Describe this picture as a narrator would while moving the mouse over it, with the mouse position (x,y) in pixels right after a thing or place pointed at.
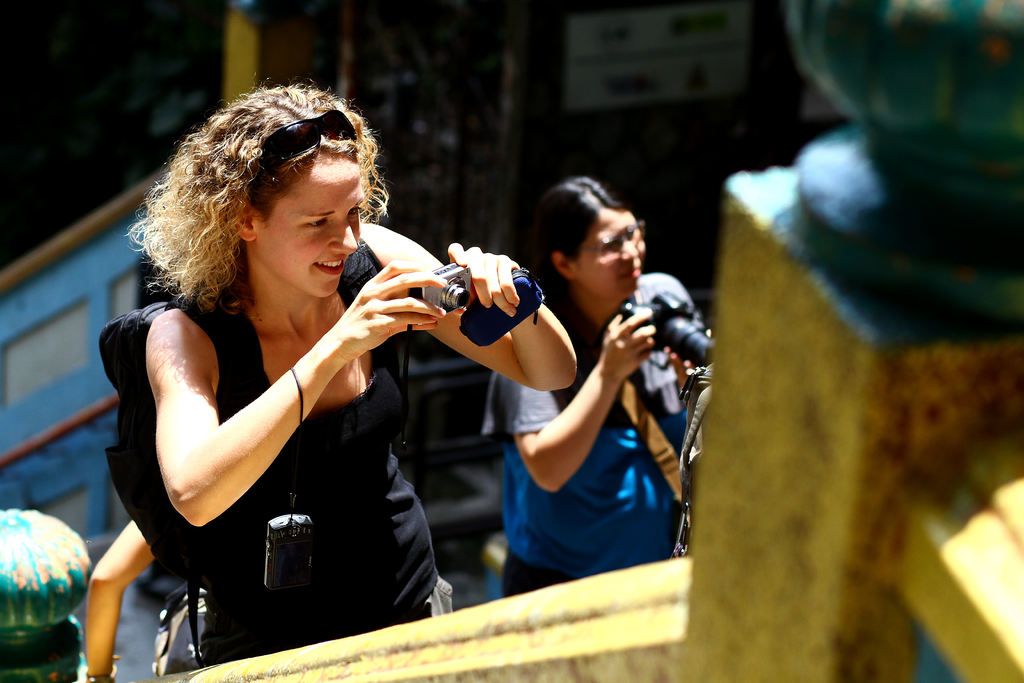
In the picture we can see women (465,255) standing on the path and holding cameras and capturing something and in the background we can see a wall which is blue in color, and one is in a black dress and wearing a back bags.
